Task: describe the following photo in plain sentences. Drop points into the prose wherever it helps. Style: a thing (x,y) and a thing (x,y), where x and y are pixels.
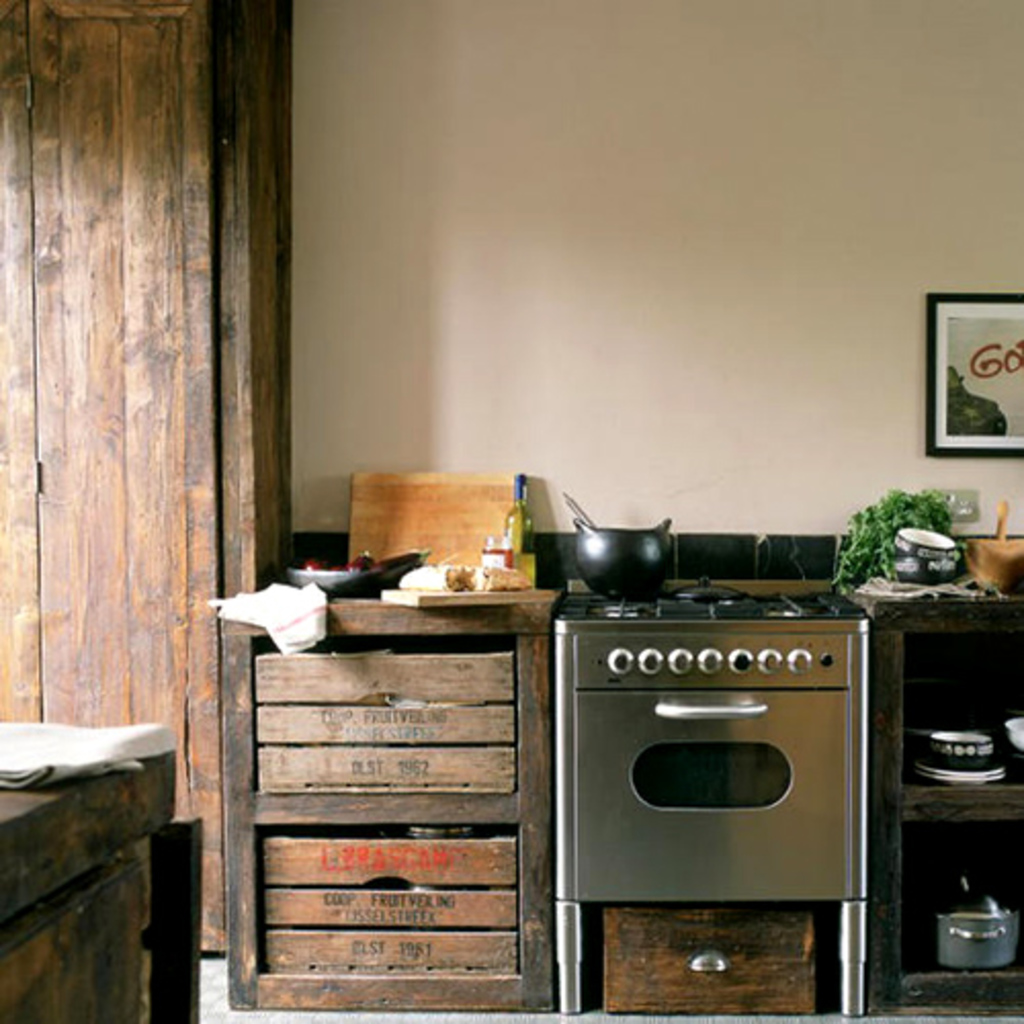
The photo is taken inside a kitchen (398,888). There is a stove (630,614) in the middle (651,636). On the both side of it there are racks (879,864). There are few other cooking stuff (866,558) on the counter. On the wall (914,395) there is a painting (960,340). The wall (758,86) is beige in color. Beside the counter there is a cupboard (84,485).
